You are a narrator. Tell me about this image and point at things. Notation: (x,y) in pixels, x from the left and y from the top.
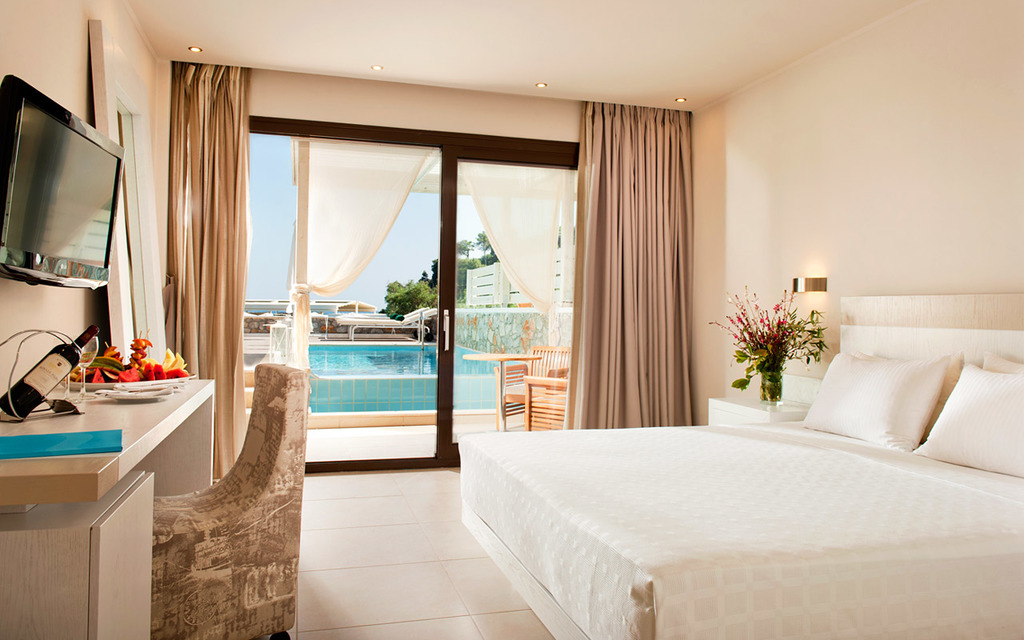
In the center of the image (667,401) there is a wall (764,121), table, bed (679,464), glass (401,339), monitor (80,261), bottle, chair (237,526), vase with flowers (786,341) and leaves (781,353), curtains (642,307), pillows (1004,385), lights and a few other objects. Through the glass (405,272), we can see the sky (389,243), trees (413,310), water (389,353) and a few other objects (378,399).
